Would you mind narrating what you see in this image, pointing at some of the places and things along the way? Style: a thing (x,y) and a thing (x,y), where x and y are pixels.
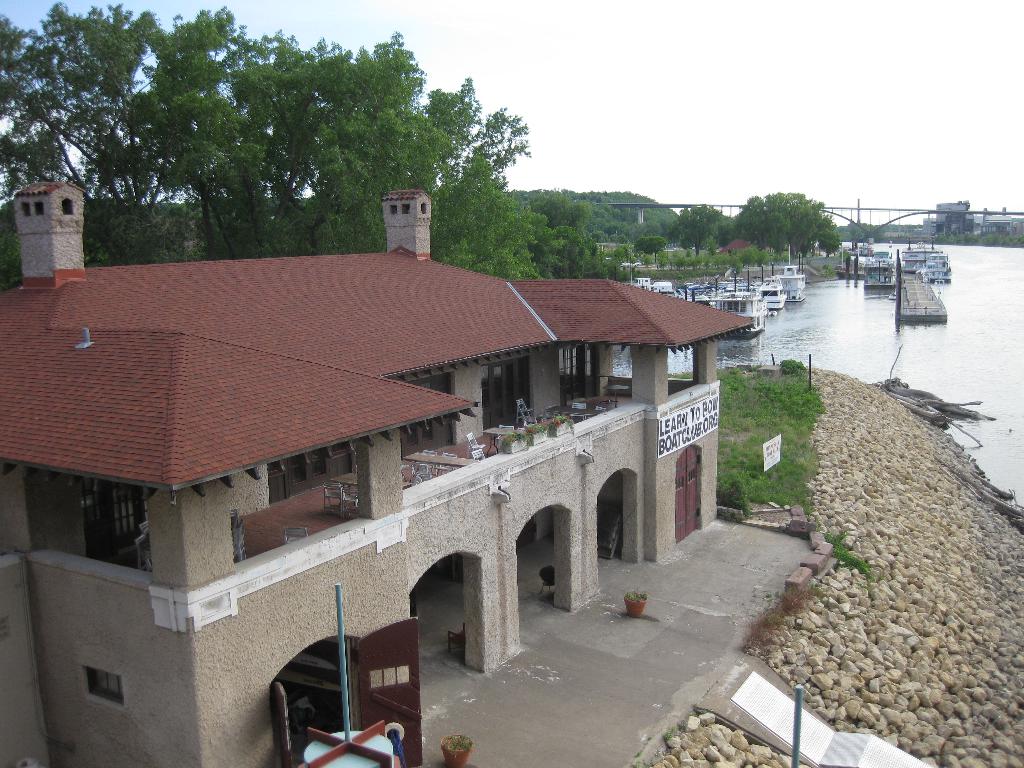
At the bottom of the image (208,663) there is a building (230,728) with walls (353,531), roofs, pillars (645,542), arches (536,583), doors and chimneys (26,247). On the walls (650,429) there is text (675,438) with paintings (662,434). In front of the building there are stones (871,720) and also there is grass (773,426). Beside the stone (825,441) there is water (850,365). On the water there are boats (781,290). Above the water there is a bridge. In the background (864,238) there are trees (827,230). Behind the bridge (1022,214) there are buildings (950,229). At the top of the image (990,206) there is sky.
